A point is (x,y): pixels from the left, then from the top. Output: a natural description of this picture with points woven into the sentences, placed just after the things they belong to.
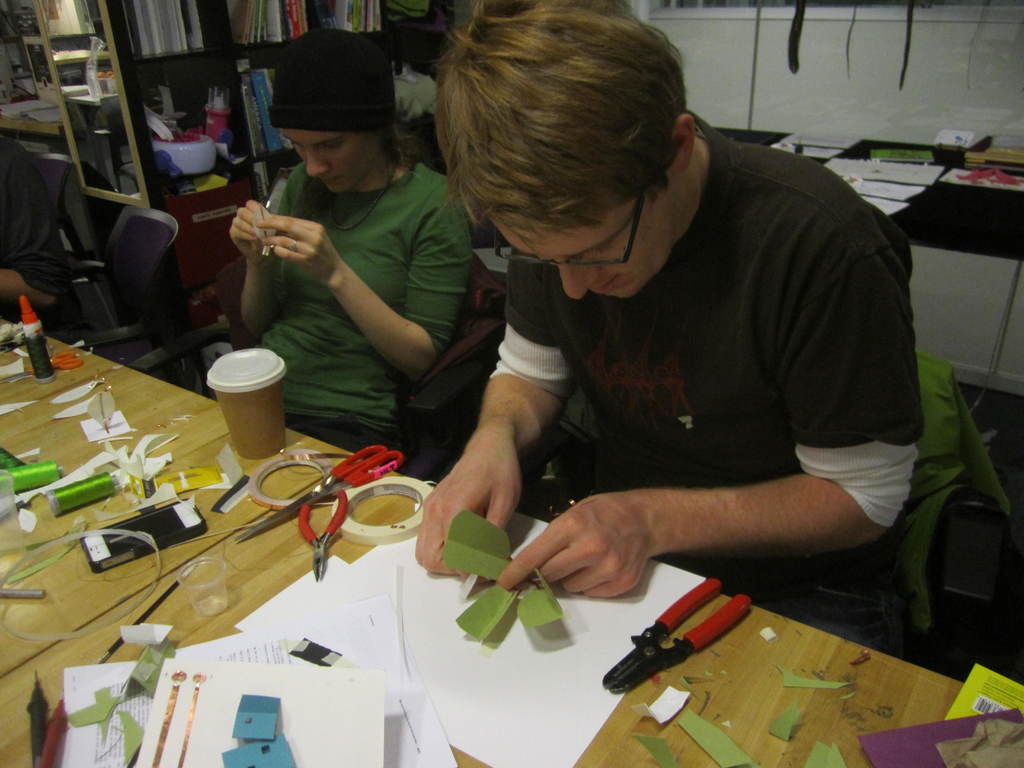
In this image we can see a man (599,262) and a woman (350,159) sitting on the chairs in front of the table (220,516) and on the table (276,574) we can see a mobile phone (162,525), scissors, cutting pliers (680,601), plasters (279,502), glass (206,587), cup (232,390), green color reels (75,502), gum bottle (29,308) and also some pieces of papers (296,683). In the background (825,144) we can see some papers (923,171) and a book (916,159) on the black color counter (946,156). We can also see some books (176,26) placed in the racks (220,47). We can see an empty chair (144,254) and also some person (12,236) on the left (39,215).
